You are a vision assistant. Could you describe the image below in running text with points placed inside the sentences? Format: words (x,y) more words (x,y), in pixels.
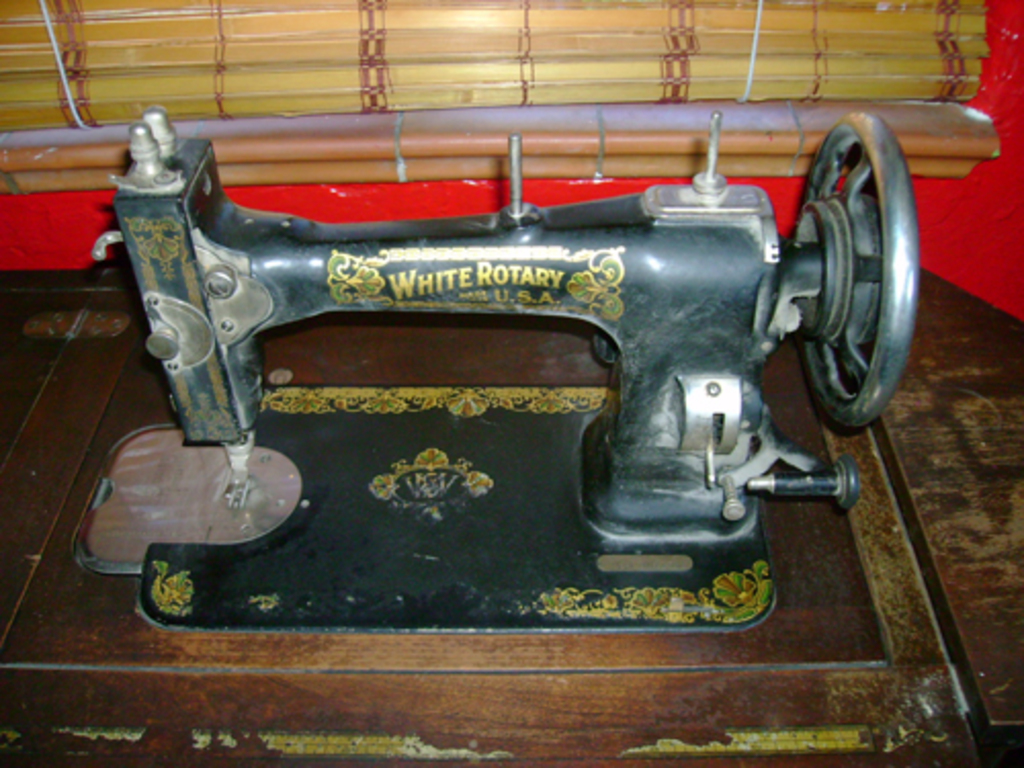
In this image we can see a machine (609,473) placed on the table (618,713). At the top of the image (502,42) we can see window blinds (525,79).
